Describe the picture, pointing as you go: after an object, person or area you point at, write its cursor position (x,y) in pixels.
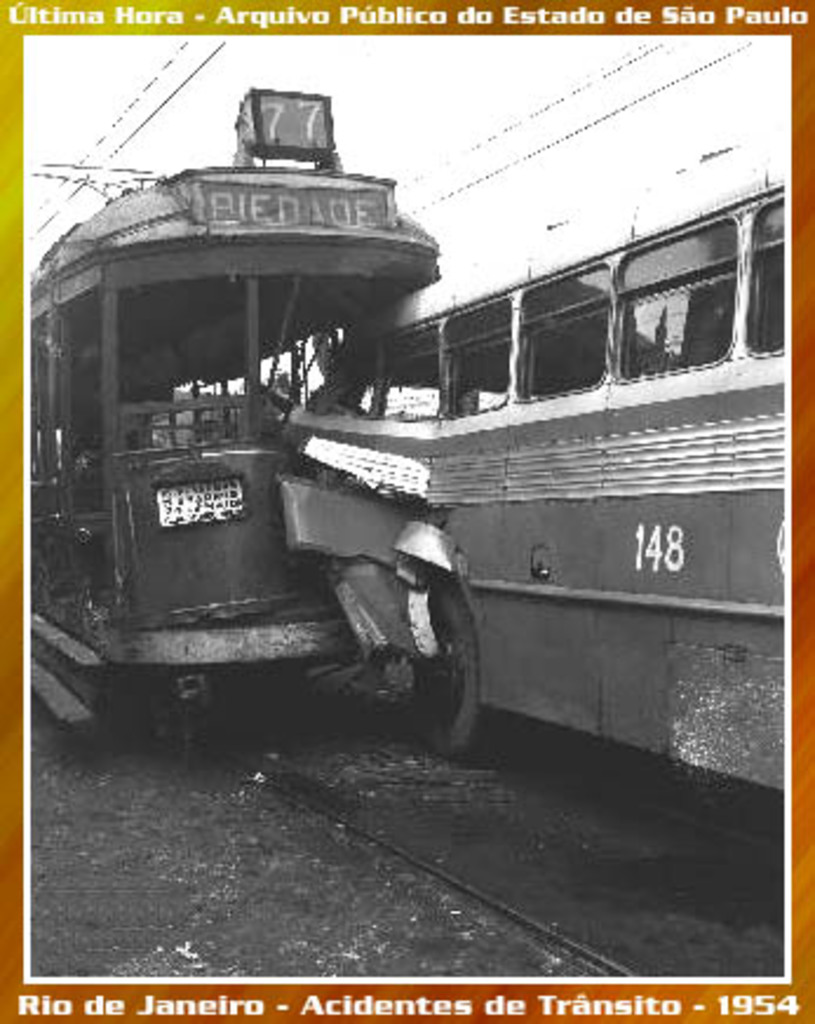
In this image we can see black and white pic (250,451) on a poster (282,451). At the top (223,20) and bottom we can see texts (520,1011) written on the poster (323,985). In the black and white pic (244,570) we can see a vehicle (476,374) hit the another vehicle (450,493). In the background (111,126) we can see wires (135,126).
